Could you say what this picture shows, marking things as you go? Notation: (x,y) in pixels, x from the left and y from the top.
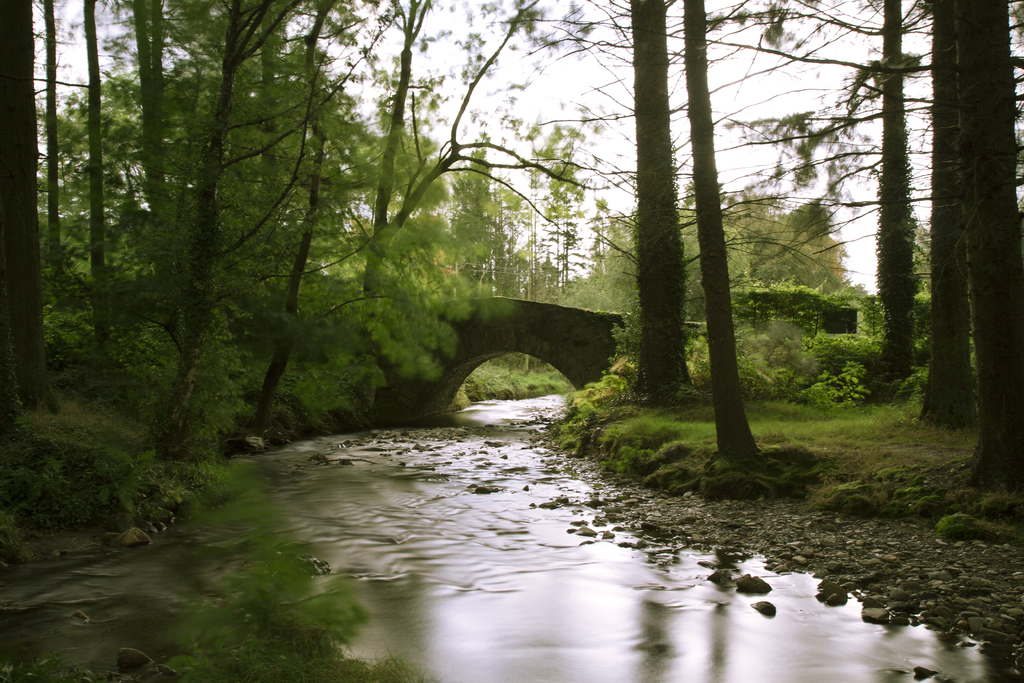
There is a water (505,564) at the bottom of this image (419,556). We can see trees (358,362) and a bridge (483,335) in the middle of this image (429,331). The sky (477,125) is in the background (477,130).
